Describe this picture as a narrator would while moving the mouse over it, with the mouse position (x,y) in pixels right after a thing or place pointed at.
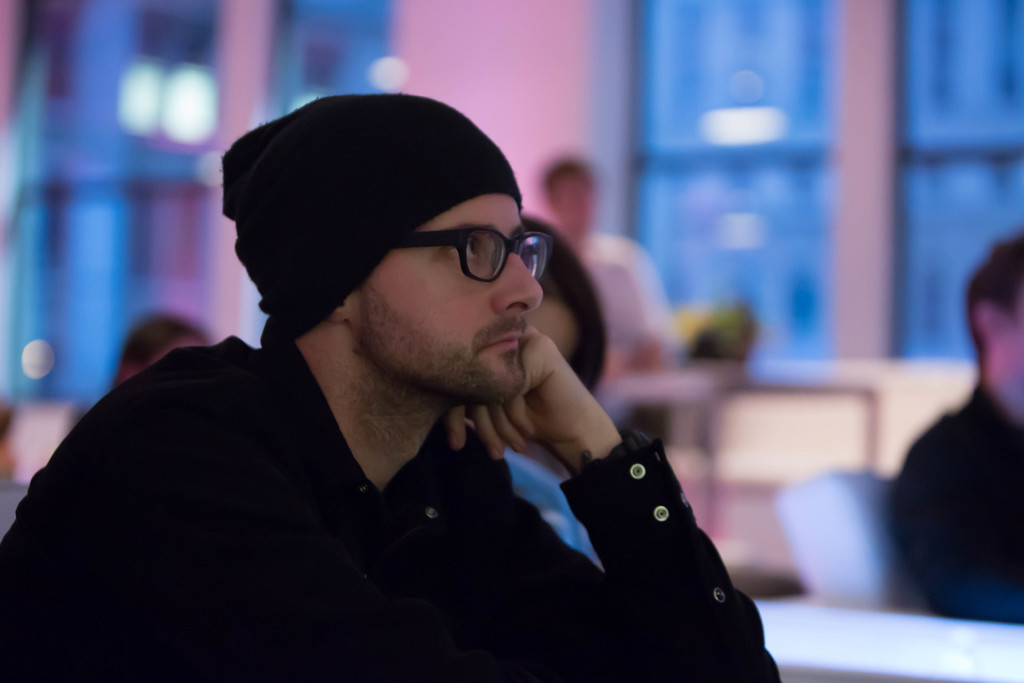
This image consists of a person (466,500) who is sitting. He is wearing black dress (501,544), he is also wearing specs (545,259) and cap (273,283). There are windows (668,219) behind him.
